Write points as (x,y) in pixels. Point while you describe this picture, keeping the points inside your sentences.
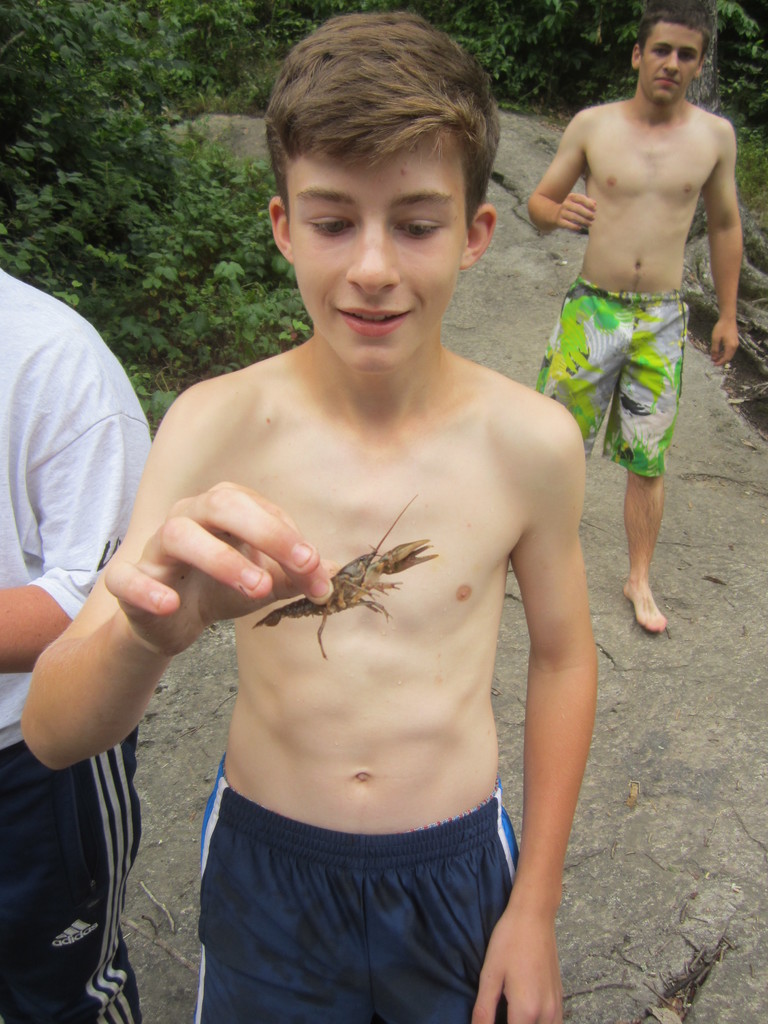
In the picture there are three men (411,405) present, one person (465,688) is catching a crayfish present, there are trees (474,44).
